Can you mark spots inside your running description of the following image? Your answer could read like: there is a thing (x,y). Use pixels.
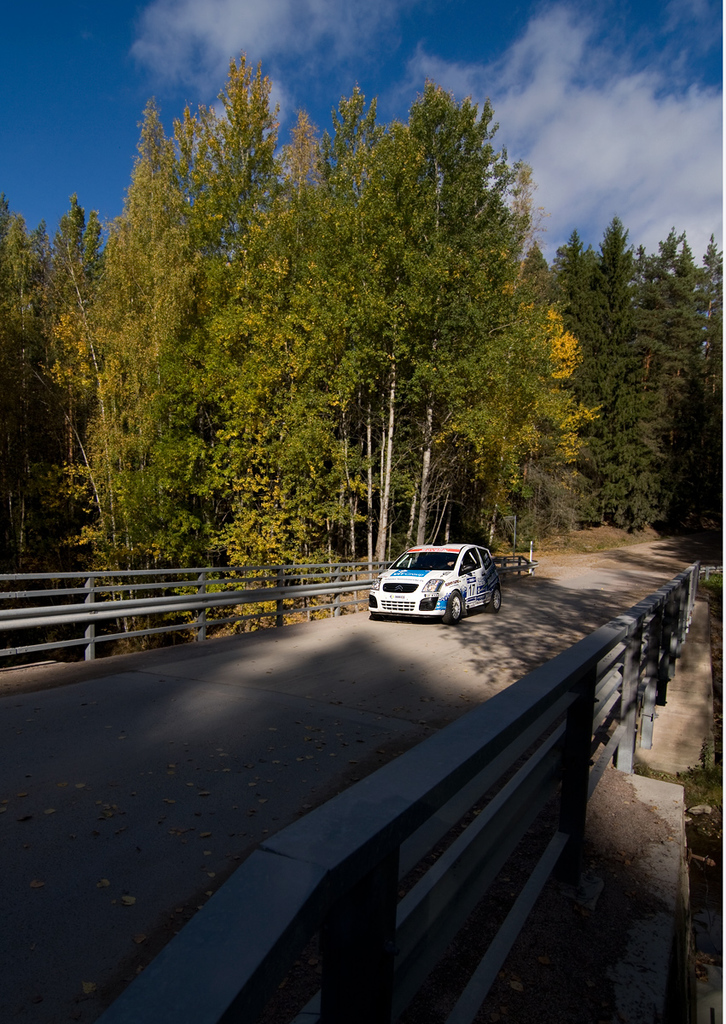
In the picture we can see a car (449,618) on the road (352,627) and both the sides of the road (327,634) we can see the railing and in the background (30,530) we can see the trees (417,189) and the sky (532,25) with clouds (570,90).
